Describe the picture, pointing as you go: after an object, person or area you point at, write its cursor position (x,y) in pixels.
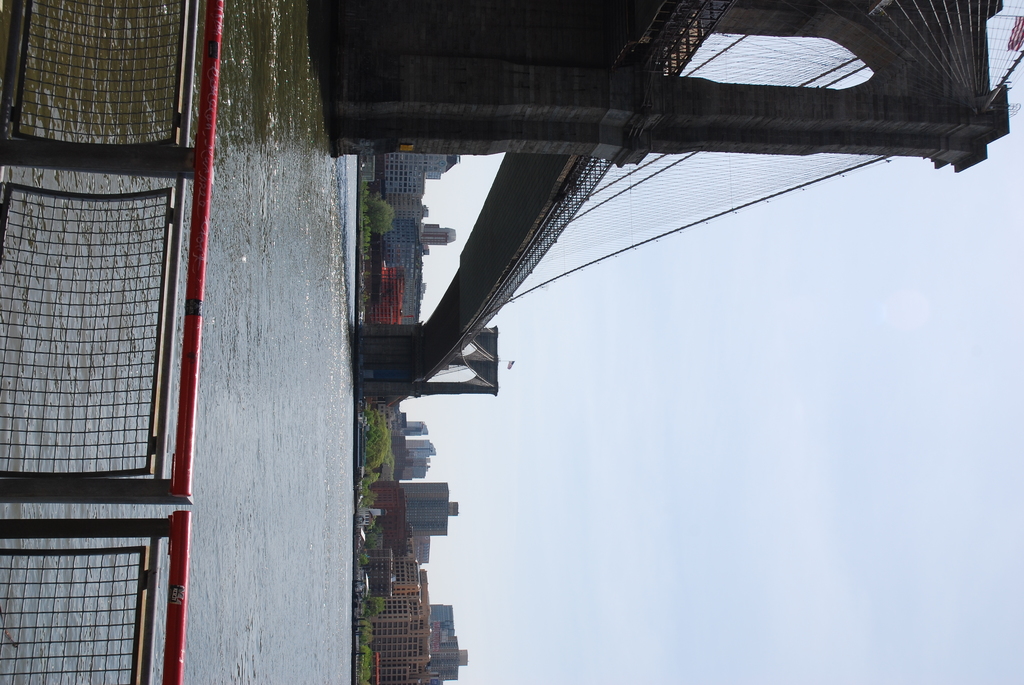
In this image we can see water (208,453), railing (148,410), bridge (822,10), trees (363,684), and buildings (419,648). On the right side of the image (861,469) we can see sky (513,599).
